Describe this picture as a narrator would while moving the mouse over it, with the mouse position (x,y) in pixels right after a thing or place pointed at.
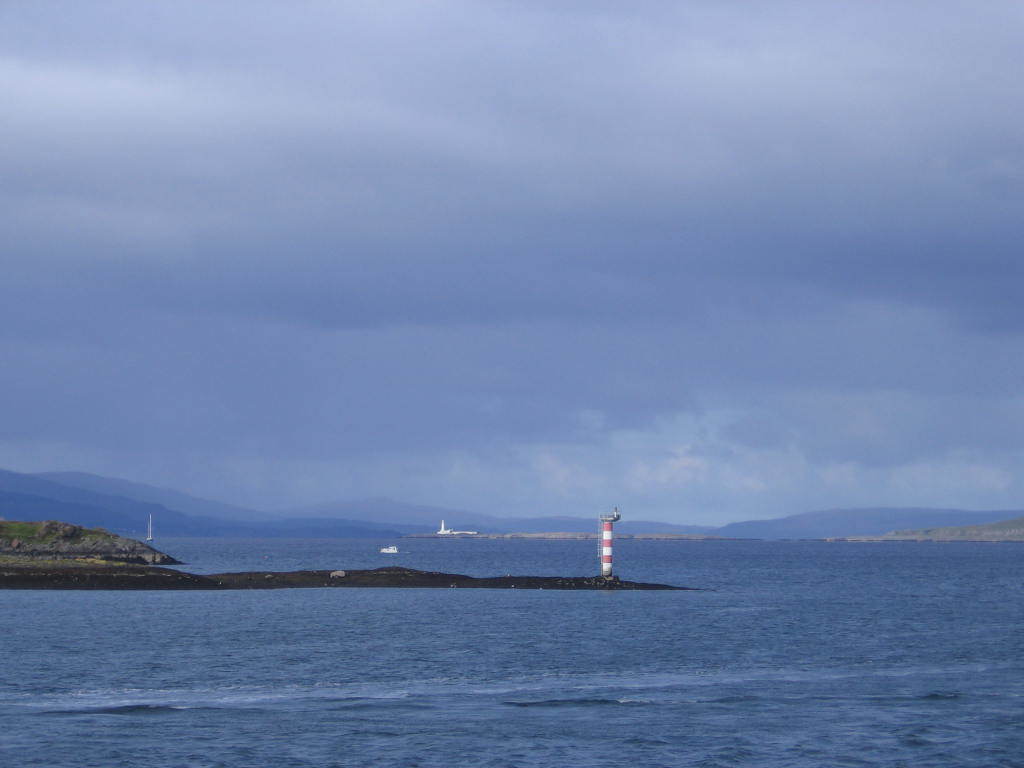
In this picture we can see a tower (609,521) on the ground (184,579), boat (394,549) on water (584,570), grass (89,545), mountains (95,514) and in the background (672,517) we can see the sky (461,361) with clouds (617,400).
